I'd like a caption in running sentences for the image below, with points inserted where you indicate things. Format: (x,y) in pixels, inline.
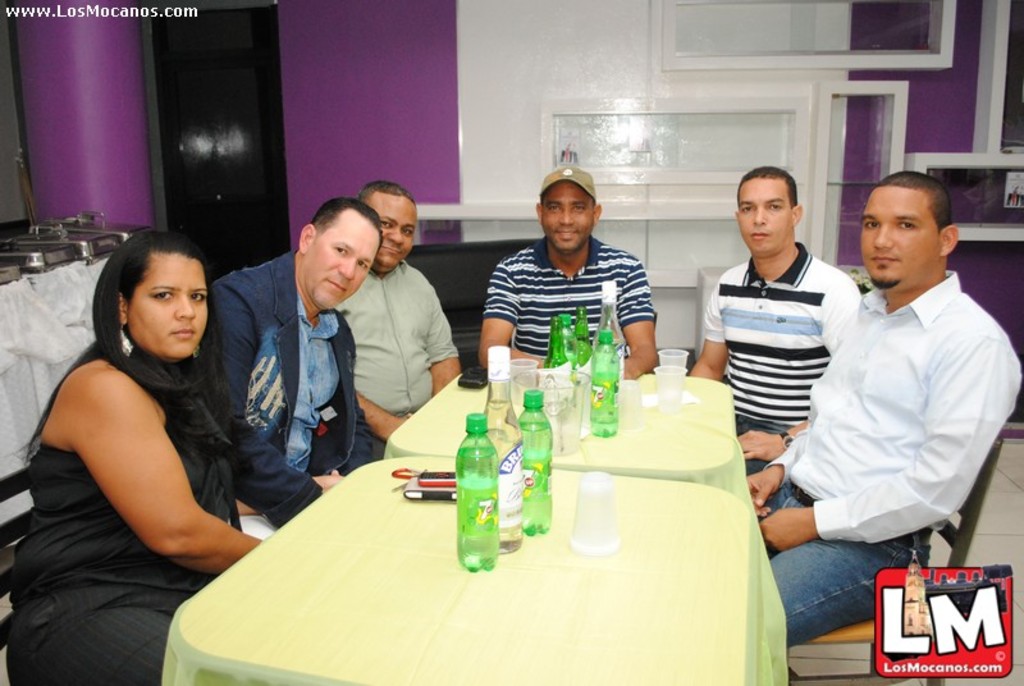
In this picture we can see group of people (772,286) sitting on chair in middle (596,250) person (546,263) is smiling wore cap (544,185) and in front of them we have table (617,467) and on table (562,510) we can see bottles (613,360), glass (590,494), mobile (429,479), tissue paper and in the background (593,156) we can see wall (384,61), pillar (87,113).
